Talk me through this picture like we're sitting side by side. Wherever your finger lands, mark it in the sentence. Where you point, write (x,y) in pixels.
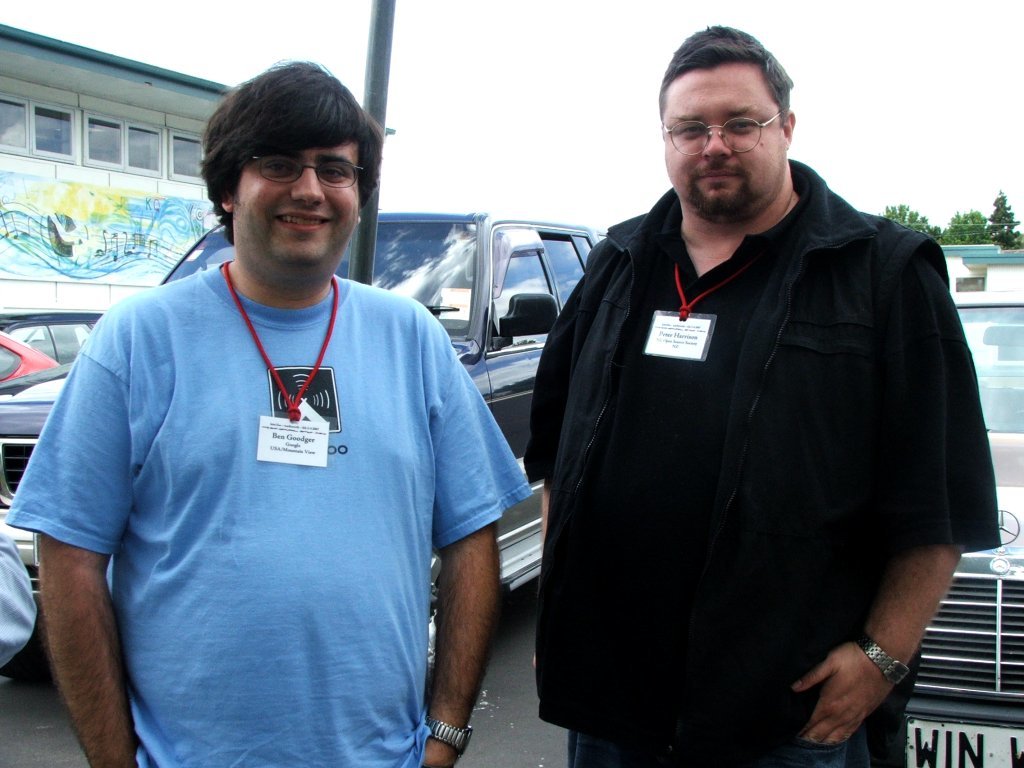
This picture shows couple of men (720,346) standing and they wore id cards (676,327) and spectacles (276,171) on their faces (671,151) and we see few cars (506,433) parked and a building (17,60) on the side and we see couple of trees (972,222) and cloudy sky (644,47) and we see a pole (370,70) on the back (375,7).
